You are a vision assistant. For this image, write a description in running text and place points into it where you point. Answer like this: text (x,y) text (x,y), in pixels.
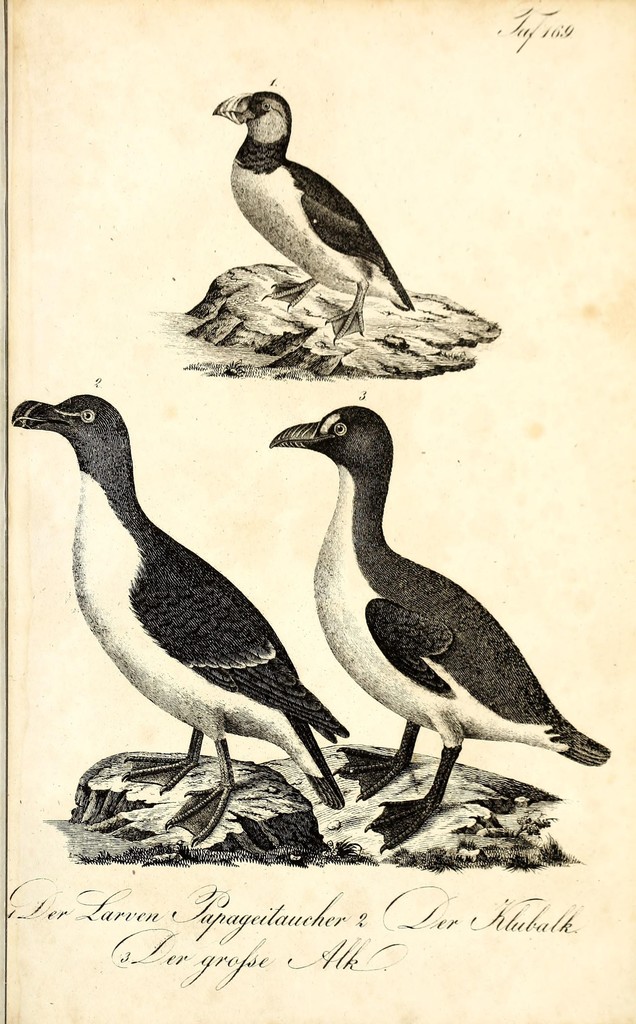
This picture consists of art image, in the image I can see three birds (203,661) and at the bottom (131,937) I can see the text (421,928).
